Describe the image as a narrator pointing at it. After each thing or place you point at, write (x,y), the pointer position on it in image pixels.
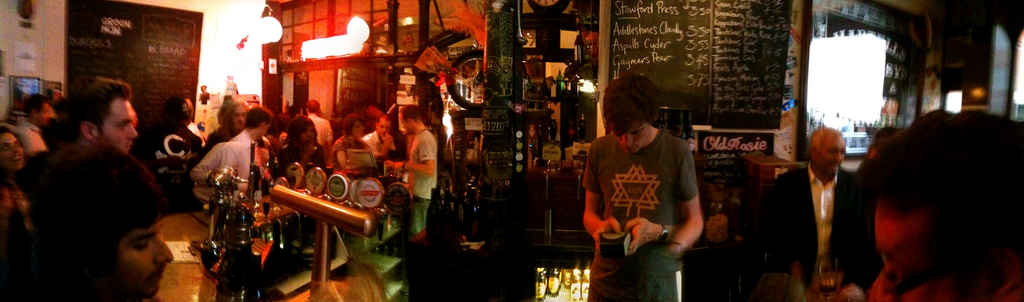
This image seems to be clicked in a bar (499,104), there are many people (155,161) standing all over the place, in the middle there are tables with wine bottles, glasses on it and behind there is a black board (649,39) with some text (740,64) on it and there are many things (473,13) on either side of it, on the left side (266,30) there are lights (274,35) hanging to the ceiling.
